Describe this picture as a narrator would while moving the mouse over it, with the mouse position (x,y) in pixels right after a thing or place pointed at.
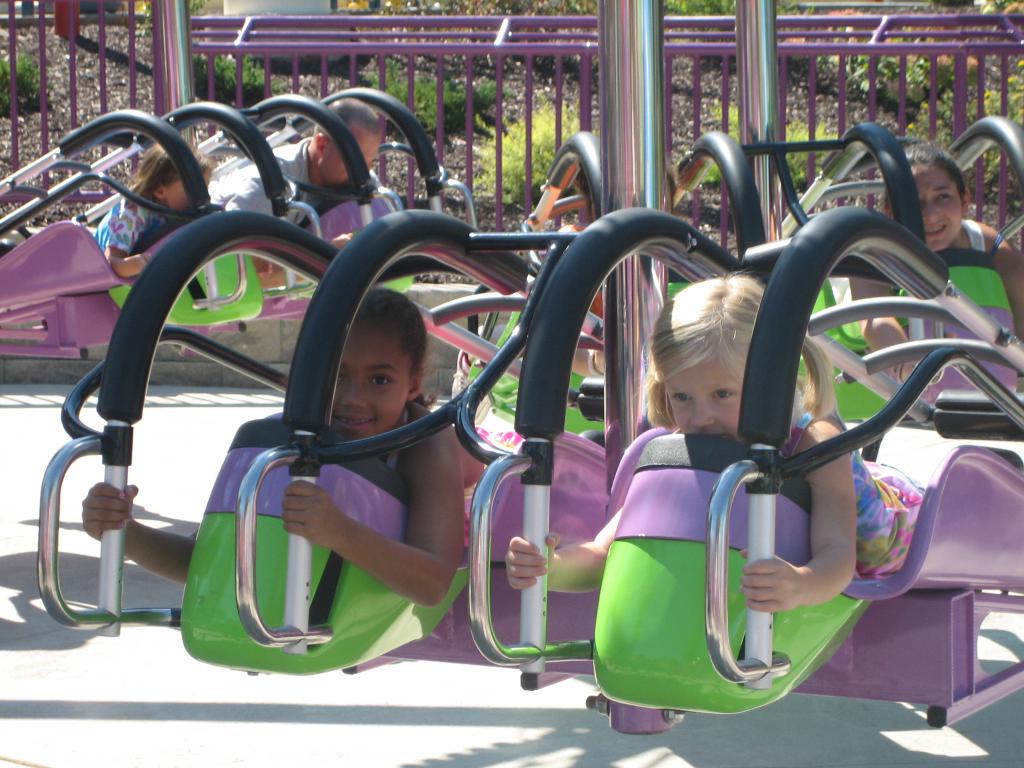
In the picture we can see a amusement park ride (939,515) with some people (903,520) in it and in the background (201,79), we can see a railing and some plants (219,83) in a garden bed (451,142).
